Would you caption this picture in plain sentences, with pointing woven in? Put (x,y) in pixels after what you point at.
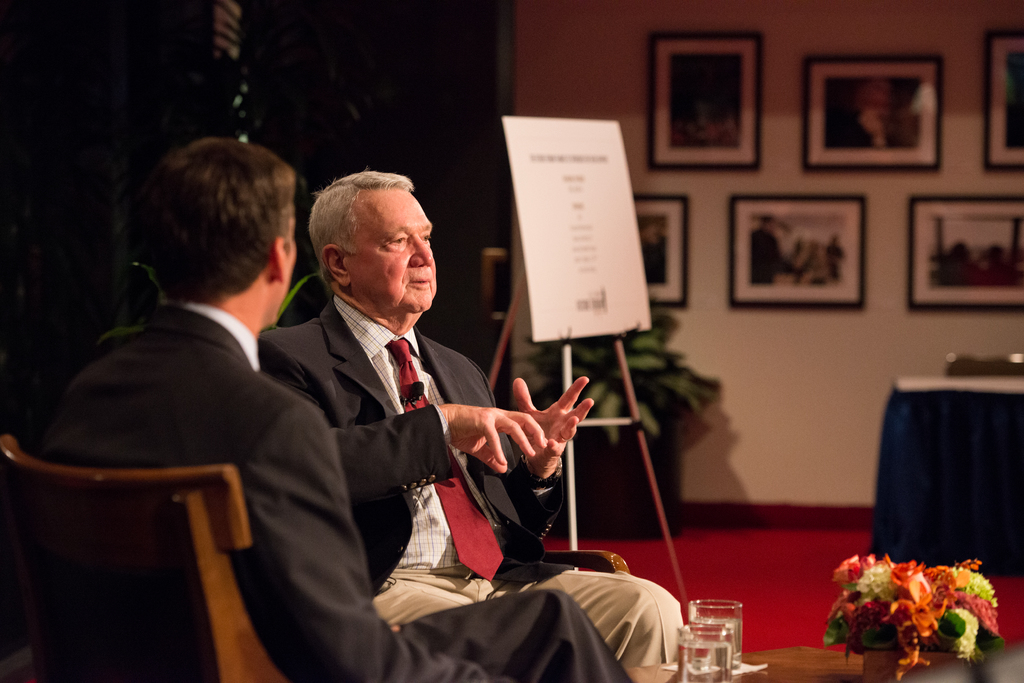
This image is taken in a room (762,570). In this room (849,317) there are two persons (320,456). In the left side of the image (215,490) a person (288,576) is sitting on a chair (239,631). In the middle of the image (508,415) a person (460,460) is sitting on a chair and talking. In the right side of the image (906,664) there is a table (784,666) with a glass (695,649) of water (732,644) and a flower vase (897,634). In the middle of the image (619,409) there is house plant (658,391) with a pot (628,480) and a board (584,251) with a text (584,264). In this image there is a wall (979,99) with few photo frames (862,209).
